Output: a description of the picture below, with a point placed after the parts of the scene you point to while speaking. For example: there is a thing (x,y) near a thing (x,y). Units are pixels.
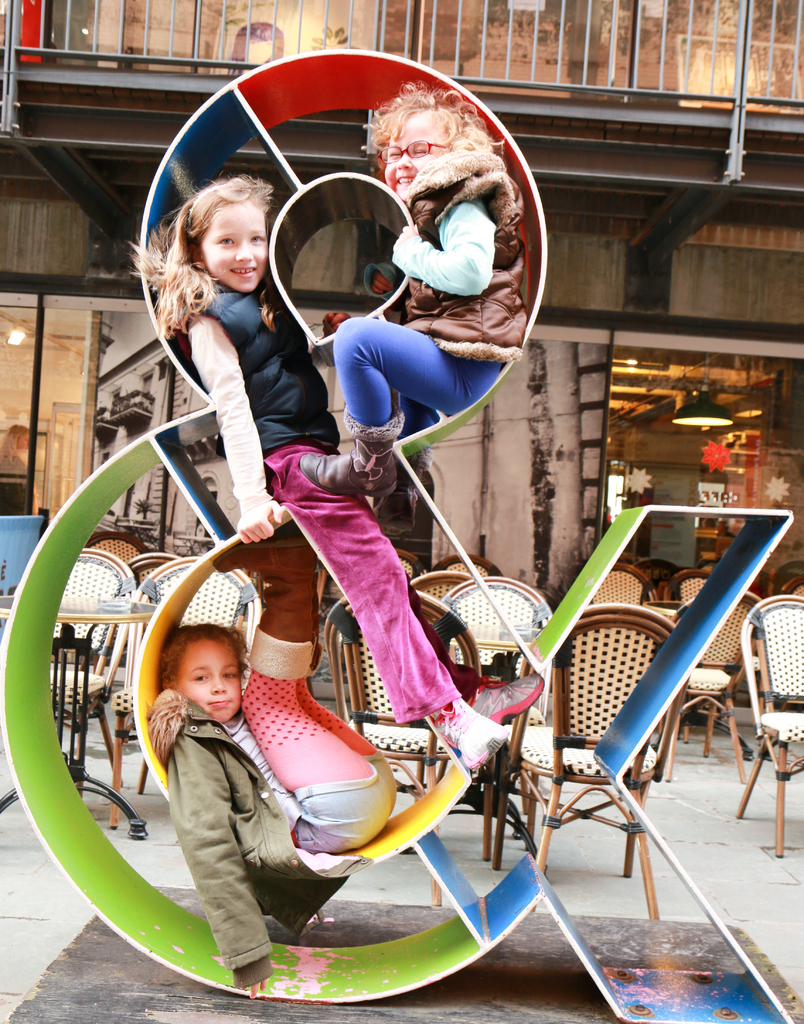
In this image we can see three girls (288,333) wearing dress (326,719) sitting and lying inside a structure (325,979) placed on the ground (599,1002). In the background (731,683), we can see chairs (719,677) and tables (69,607), a building (642,437) with some lights (694,423) and a metal railing (667,94).
